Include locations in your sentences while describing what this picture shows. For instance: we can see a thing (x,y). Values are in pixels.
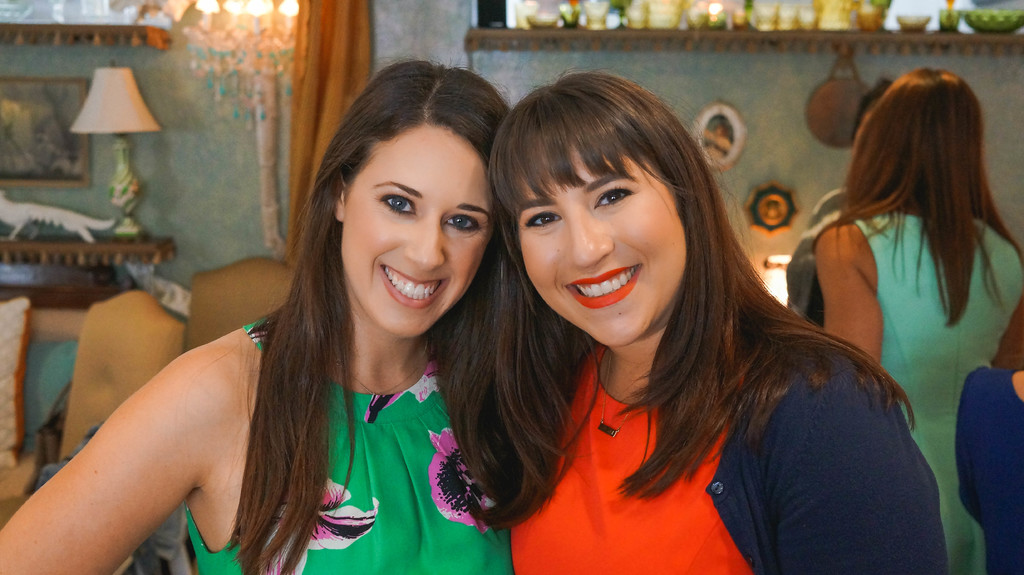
This image is taken indoors. In the middle of the image (522,335) there are two women (506,349) with smiling faces (556,274). In the background (254,216) there is a wall (221,186) with picture frames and a curtain (313,56) and there are two lamps (102,123). On the left side of the image (29,247) there is a table (104,243) with a lamp (100,129) on it and there are a few empty chairs (111,341). On the right side of the image (884,205) there are a few people (915,259).
